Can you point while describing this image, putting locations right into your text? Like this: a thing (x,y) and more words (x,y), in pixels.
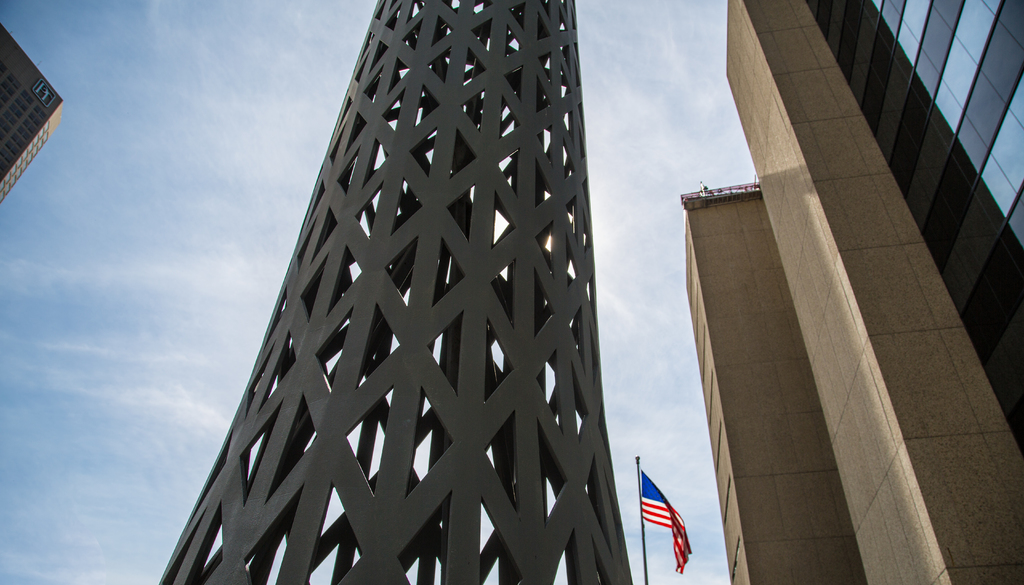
In this image in the center (510,310) there is a tower (482,315). On the right side (750,275) there are buildings (781,362) and there is a flag (656,509). On the left side (25,158) there is a building (25,142) and the sky (195,166) is cloudy.
